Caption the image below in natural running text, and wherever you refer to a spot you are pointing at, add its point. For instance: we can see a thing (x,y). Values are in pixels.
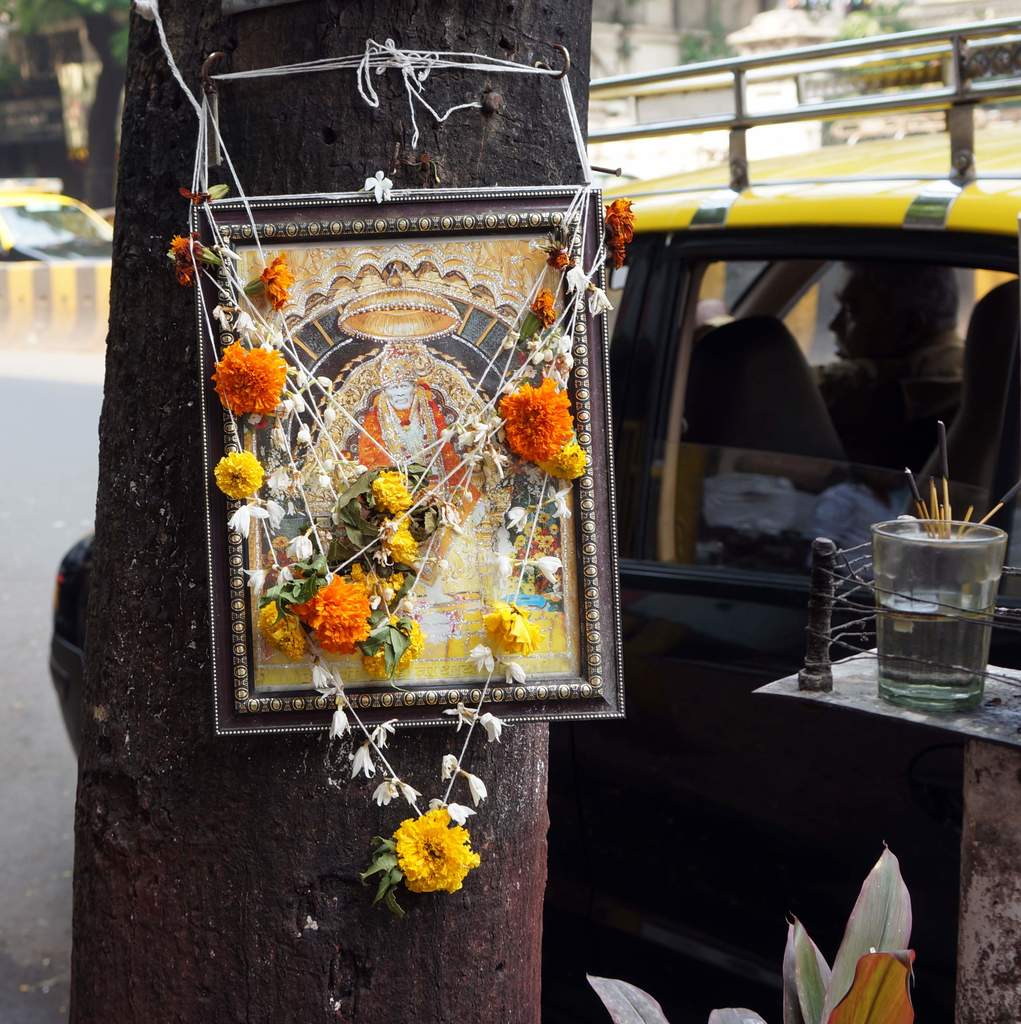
There is a tree trunk (265,138). On the tree trunk (475,149) there is a photo frame (456,660) of a god (372,435). On that there are garlands (424,493) with flowers (539,362). Near to that there is a plant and stand (816,701). On the stand (847,695) there is a glass (927,607) with sandal sticks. In the back (749,305) there is a car (706,413). Inside the car (818,379) there is a man (818,375).
